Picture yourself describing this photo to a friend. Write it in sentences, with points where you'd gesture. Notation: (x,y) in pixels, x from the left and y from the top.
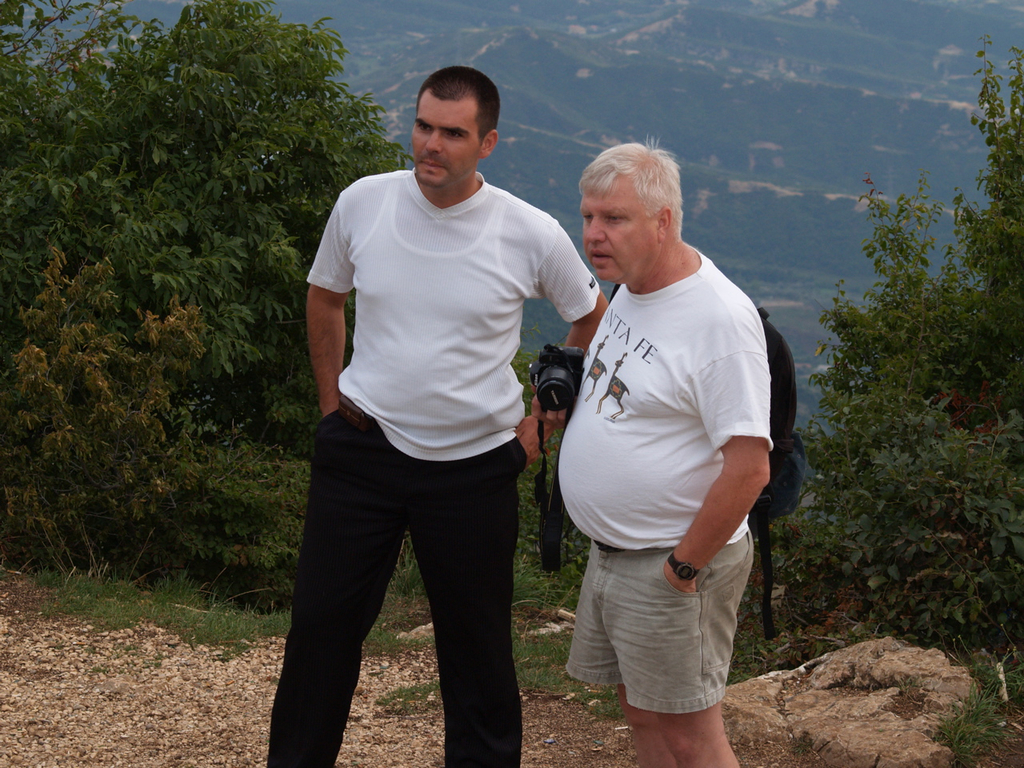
In this picture we can see a person (722,403) wearing a bag (774,439) and holding a camera (560,404) in his hand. We can see a man (304,684) standing on the left side (320,692). Some grass (980,736) is visible on the ground (976,706). We can see a few plants (193,105) on the right (849,326) and left side of the image (174,214). Some greenery (502,88) is visible in the background (662,12).
